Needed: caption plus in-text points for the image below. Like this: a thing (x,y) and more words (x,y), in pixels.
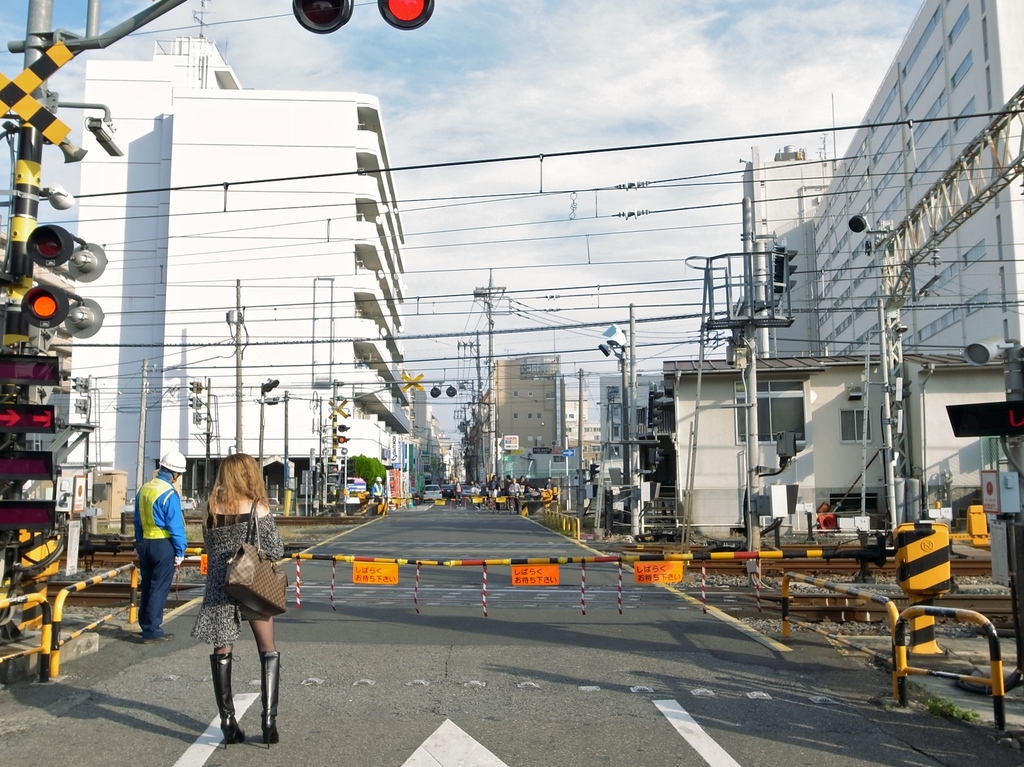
In this image we can see there are people (212,630) standing on the road (524,687). And there are buildings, current poles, traffic lights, arch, railway track (816,565), railway gate (830,551), box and the sky (606,93).
